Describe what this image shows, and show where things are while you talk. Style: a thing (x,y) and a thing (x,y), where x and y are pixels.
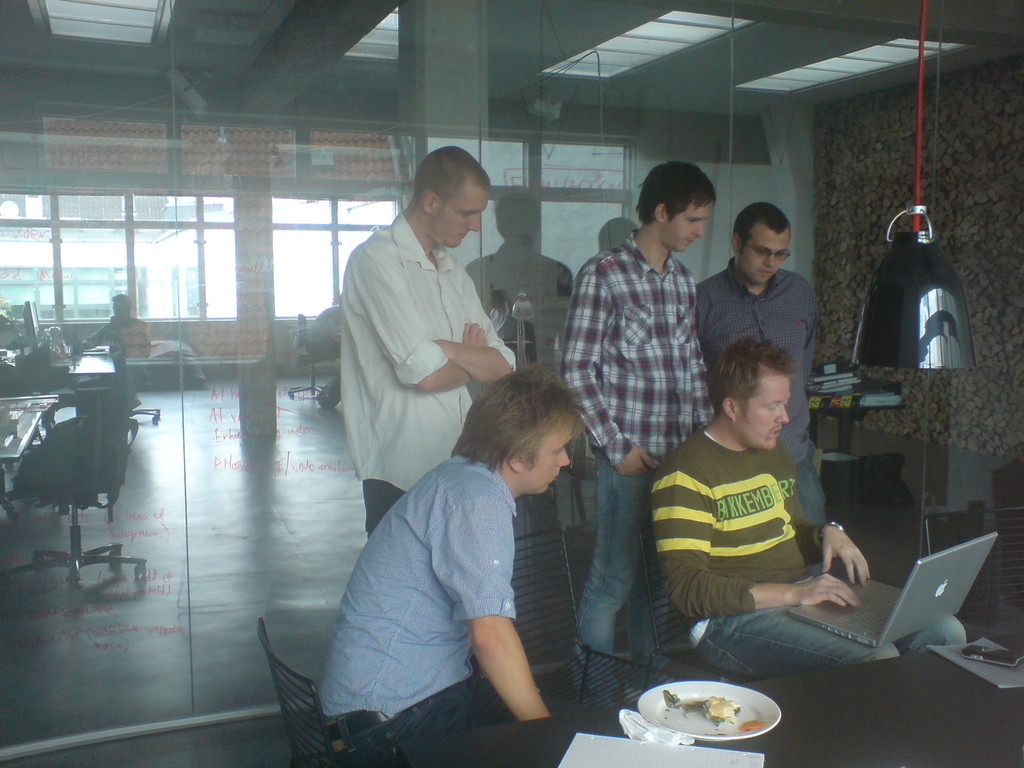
In this image there are group of people (632,367). Three people (406,316) standing and two people (408,552) are sitting on the chairs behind the table (945,695). There is a plate (737,703), paper (666,756), food (752,724) on the table (858,690) and there is a light (921,327) hanging from the top. At the back (30,485) there are tables (42,413), chairs (40,495).
